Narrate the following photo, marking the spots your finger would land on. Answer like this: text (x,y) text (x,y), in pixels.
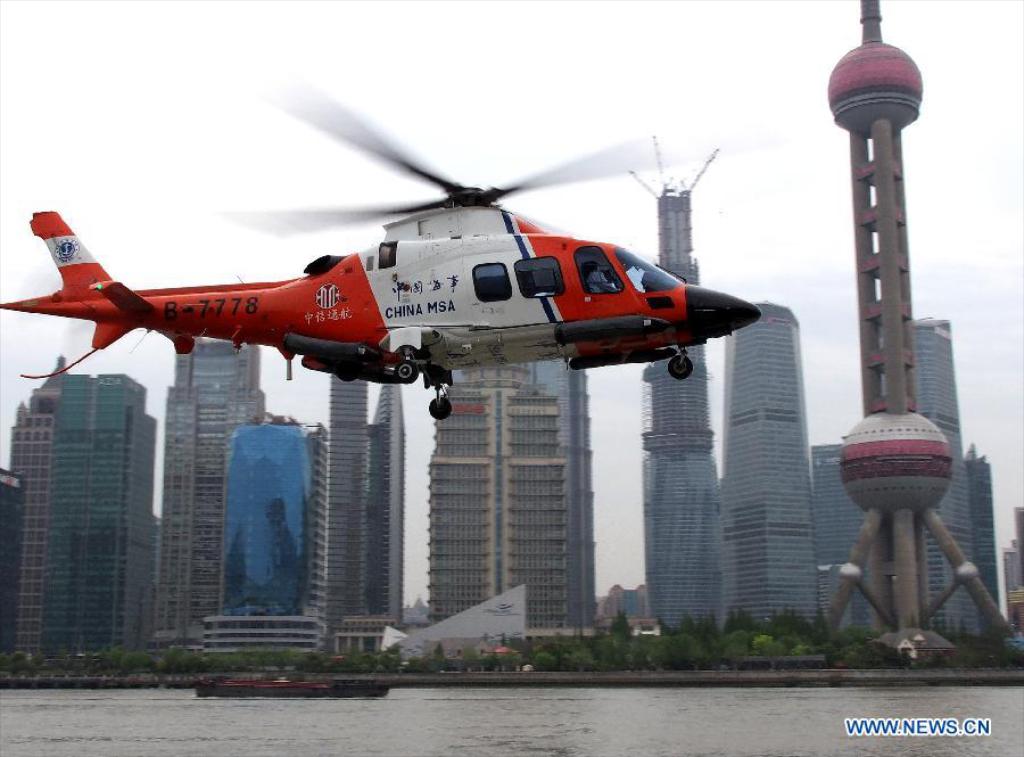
In this image we can see a helicopter (536,306) flying in the air (998,539). Here we can see water (397,690), trees (513,654), tower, and buildings (467,380). In the background (202,0) there is sky (730,158). At the bottom of the image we can see text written on it.
